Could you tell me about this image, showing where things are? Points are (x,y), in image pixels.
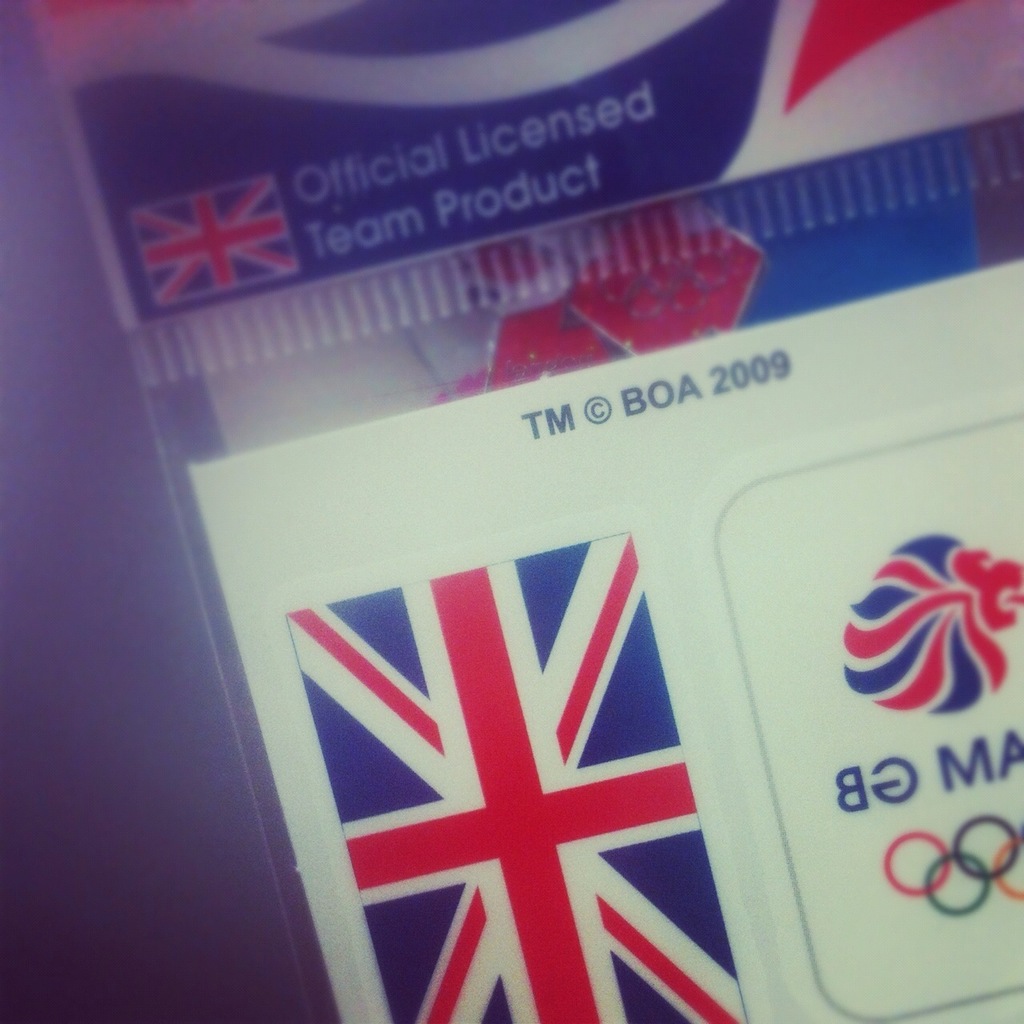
In this picture we can see a close view of the card (586,895). In the front (437,983) we can see british flag (644,908) and "Official Licensed" written.
